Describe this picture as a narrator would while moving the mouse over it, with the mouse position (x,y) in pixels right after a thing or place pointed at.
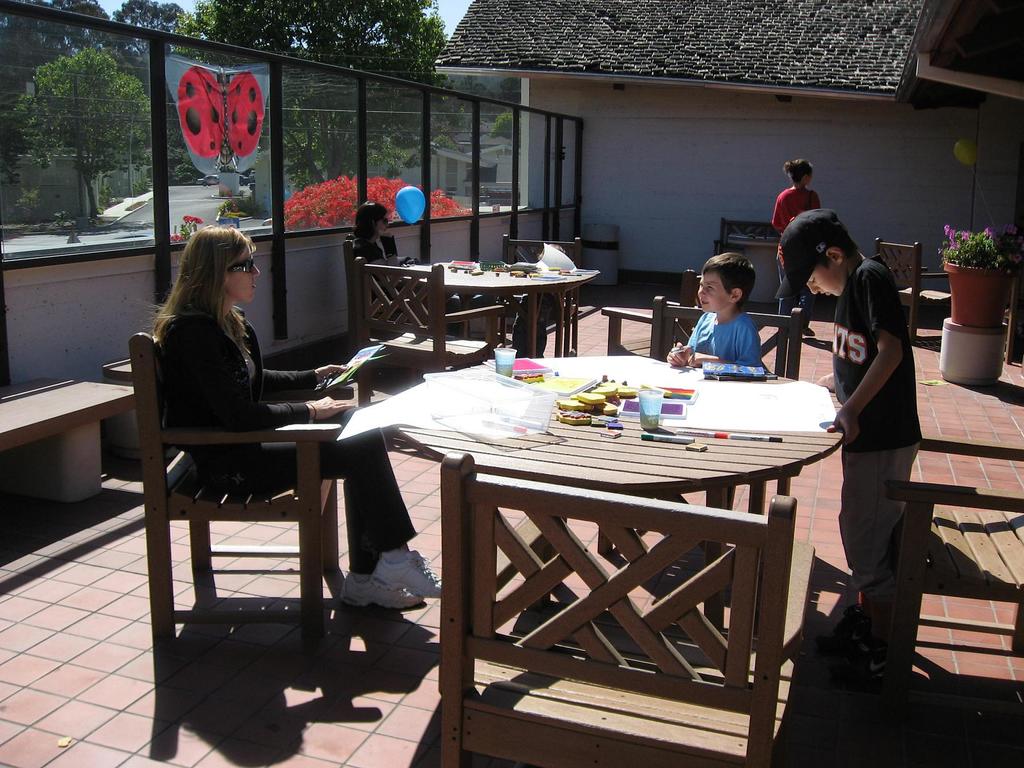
Here we see a woman (395,606) and a boy (712,295) seated on a chair (782,372) and other boy (863,649) standing and looking at a paper (812,400) and a woman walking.
